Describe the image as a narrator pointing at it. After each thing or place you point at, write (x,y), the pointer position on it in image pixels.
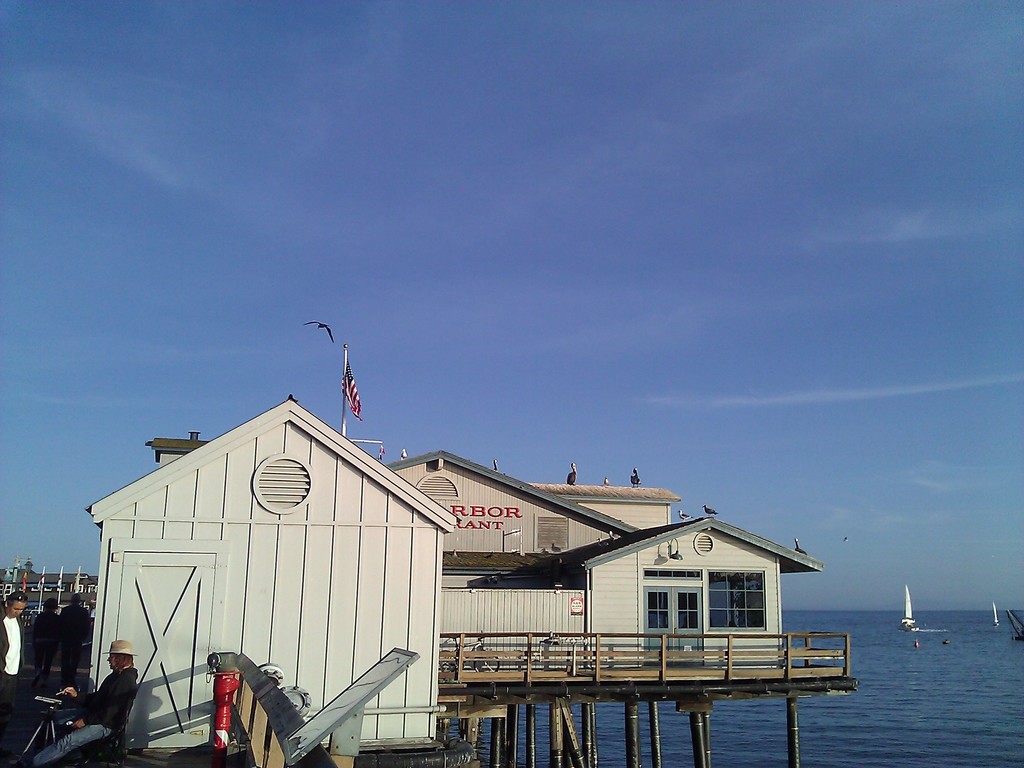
In this image we can see few buildings (450,619), a few people (37,655) in front of the buildings (217,612) and a man (108,709) sitting beside the building (204,619) and in the background (857,723) there is water (873,688) and white color objects (912,617) on the water (956,628) looks like boat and sky (575,248) on the top (533,192).
